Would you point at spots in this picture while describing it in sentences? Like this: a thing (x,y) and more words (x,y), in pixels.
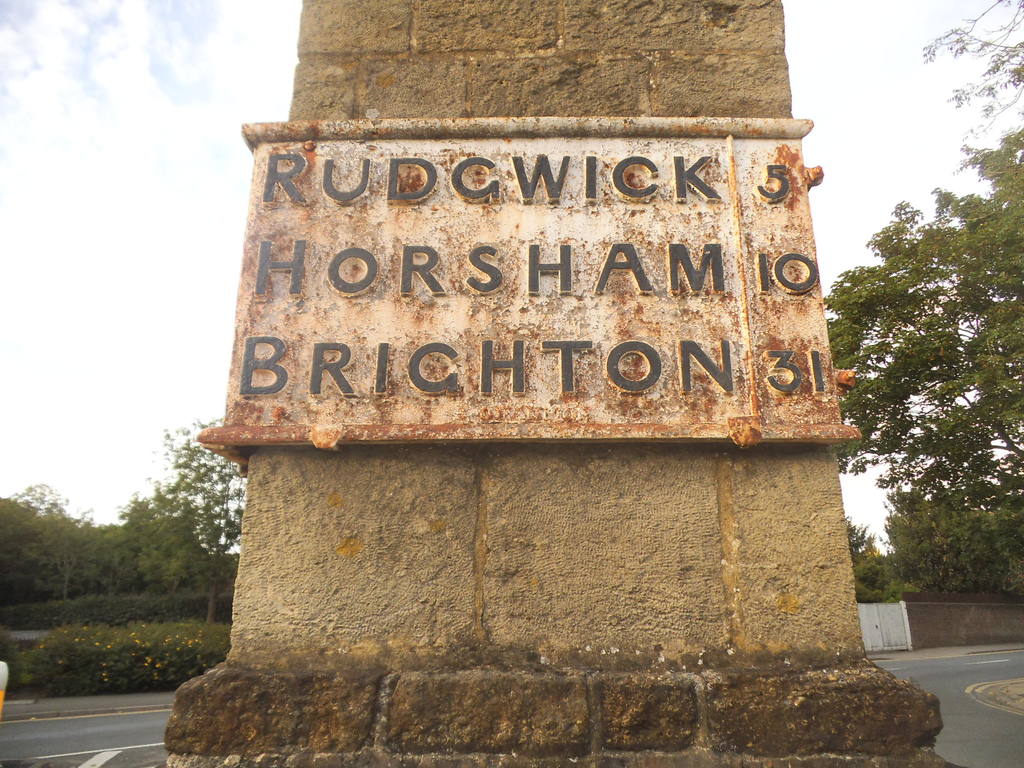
There is a hoarding (582,422) which is attached to the pillar (221,741), which is on the divider (235,732). In the background (936,675), there is a road (77,745), there are plants (171,636) having flowers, there are trees (226,534) and there are clouds (810,5) in the blue sky (116,40).
